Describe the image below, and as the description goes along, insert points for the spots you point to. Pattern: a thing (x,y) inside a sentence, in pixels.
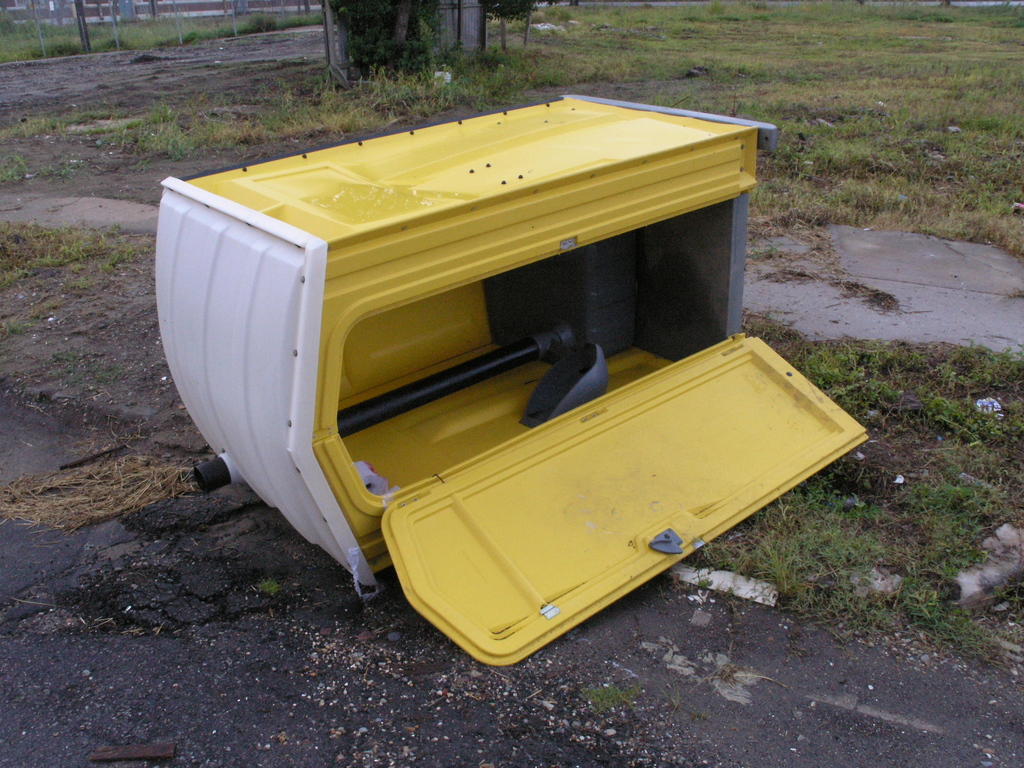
In this image, we can see a box (401,321) which is colored white and yellow. There is a grass (737,85) on the ground (916,343).
